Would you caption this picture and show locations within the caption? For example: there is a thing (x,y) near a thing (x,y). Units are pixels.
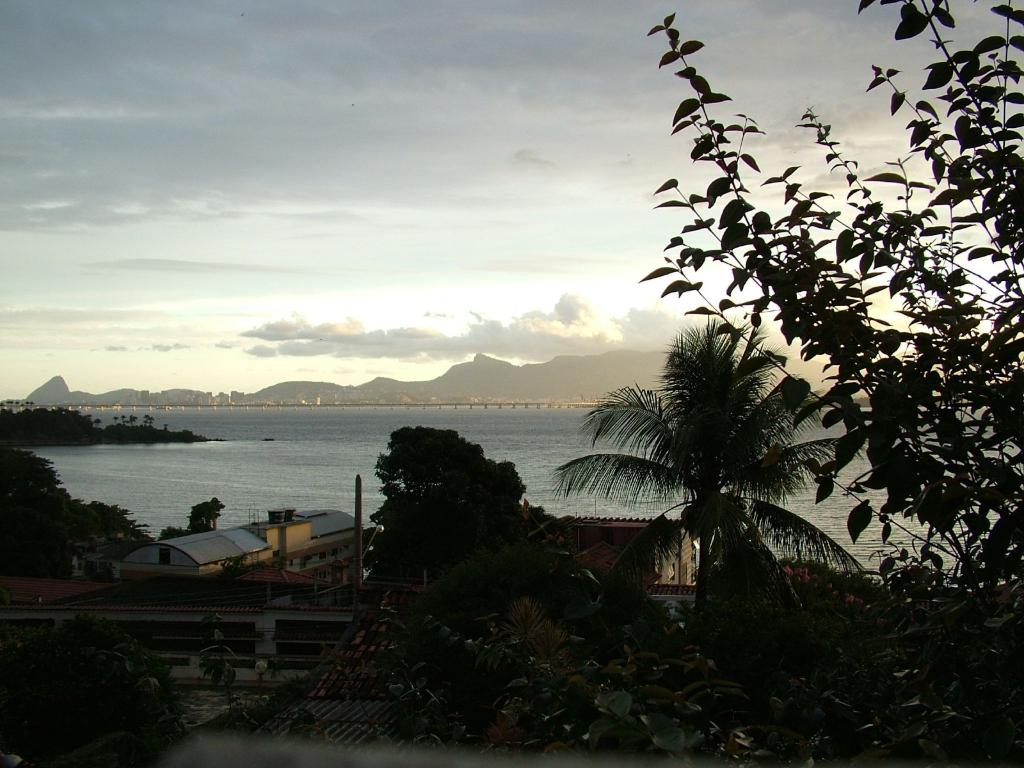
In this image we can see there are some buildings (282,617) and trees (582,628). In the background (275,466) there is a river (315,451), mountains (356,401) and sky (387,213).
